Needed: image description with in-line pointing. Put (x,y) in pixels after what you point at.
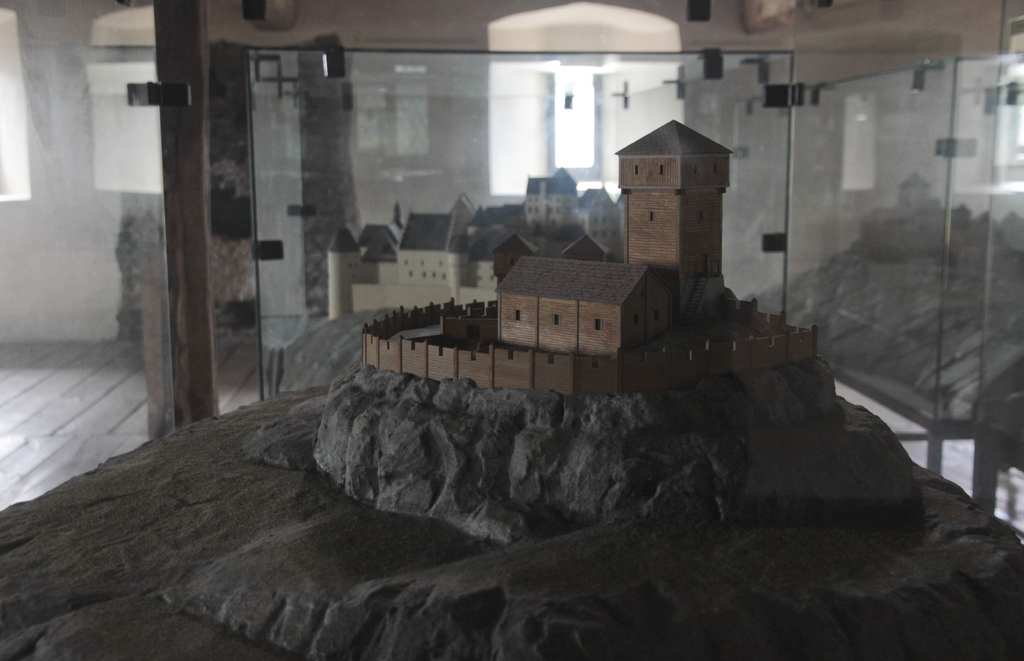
In this image there are some buildings (513,251) and rocks (705,478), and in the background (420,132) there is a glass door (749,111), wall (513,100) and objects (954,149) and there are windows (20,116). At the bottom (60,474) there is floor (97,462).
